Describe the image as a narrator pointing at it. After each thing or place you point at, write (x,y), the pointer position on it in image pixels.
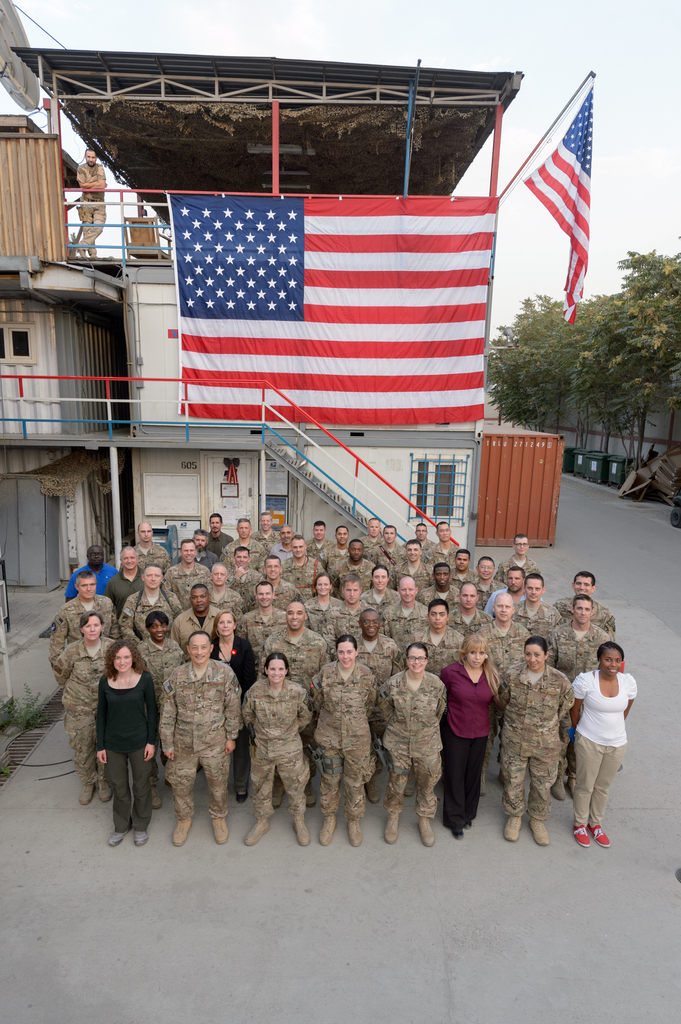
At the bottom of this image (468,1006), there is a road (640,552) on which there are persons (620,725). Some of them are smiling. In the background (314,308), there is a person (80,176), there are buildings (111,129), flags (311,320), trees (516,405), dustbins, a wall (644,459) and the sky (626,223).
